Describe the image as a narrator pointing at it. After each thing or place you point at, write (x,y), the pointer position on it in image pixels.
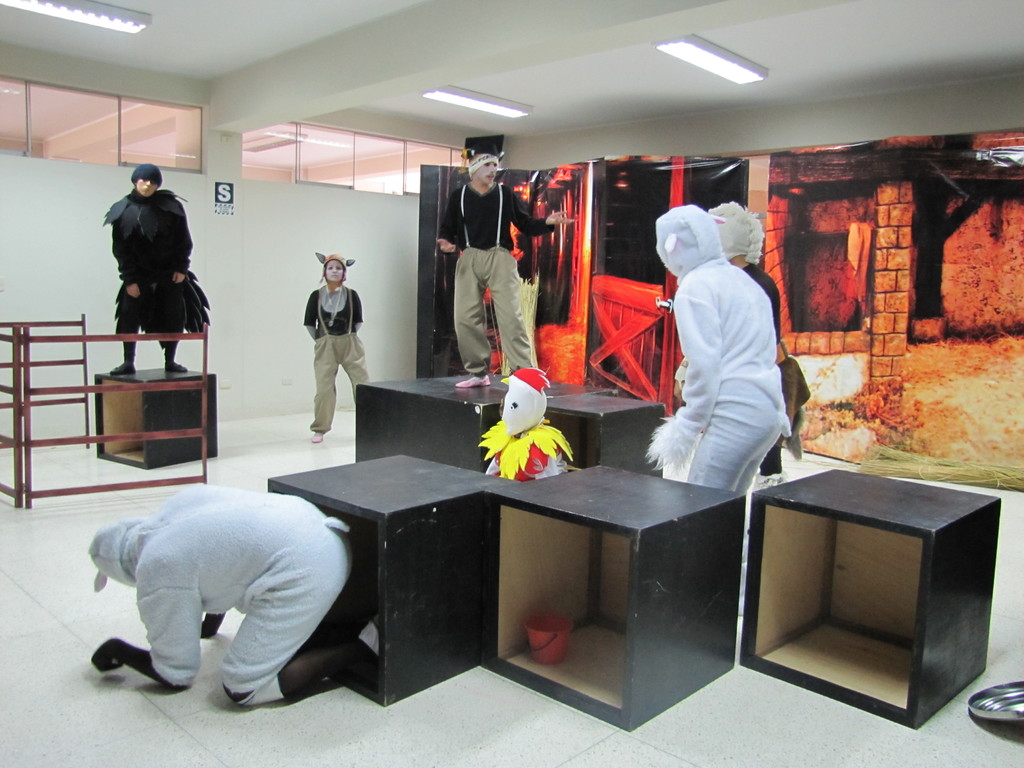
This is an inside view. At the bottom (579,576) there are few black color blocks (492,507) placed on the floor (621,749). There are few people (694,387) wearing costumes (141,278) and standing. Two persons (117,248) are standing on the blocks (416,416). On the left side (46,394) there is a metal stand (32,402) and also there is a wall (284,225). In the background (738,180) there is a banner (903,243). At the top of the image (707,66) there are few lights (707,66) to the roof (816,42).
